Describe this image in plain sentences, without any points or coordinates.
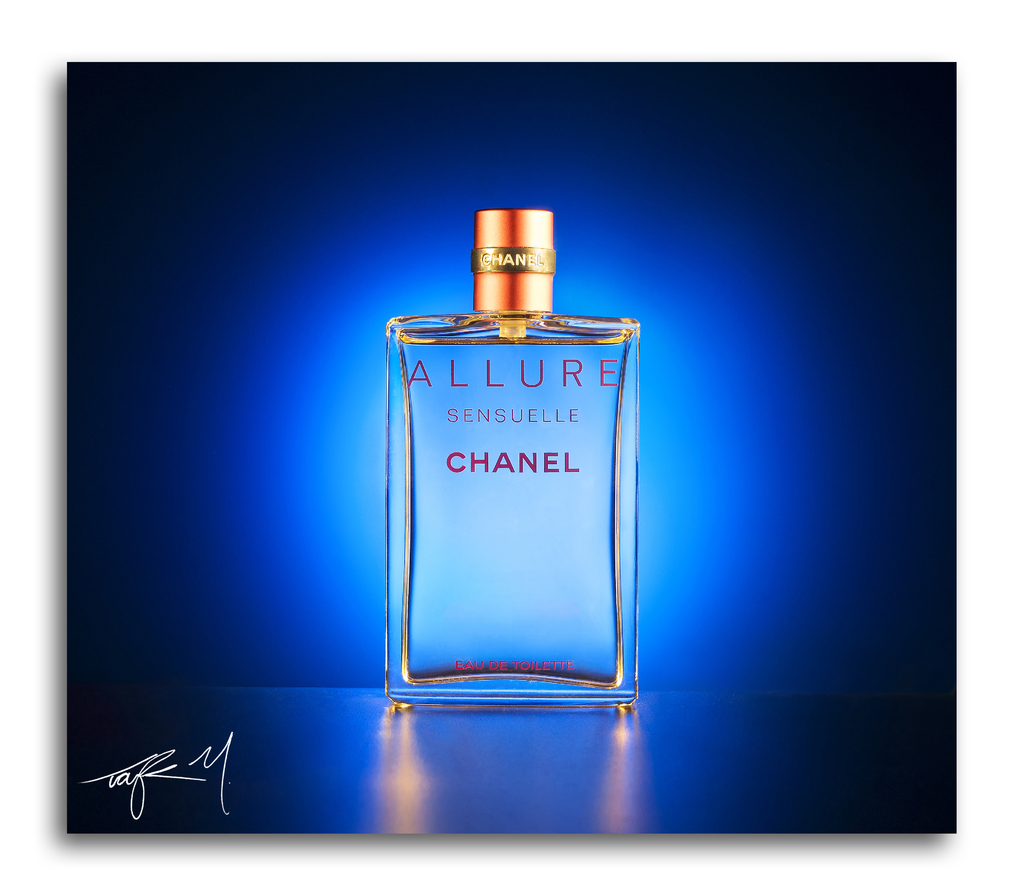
I think this is looking a perfume bottle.
